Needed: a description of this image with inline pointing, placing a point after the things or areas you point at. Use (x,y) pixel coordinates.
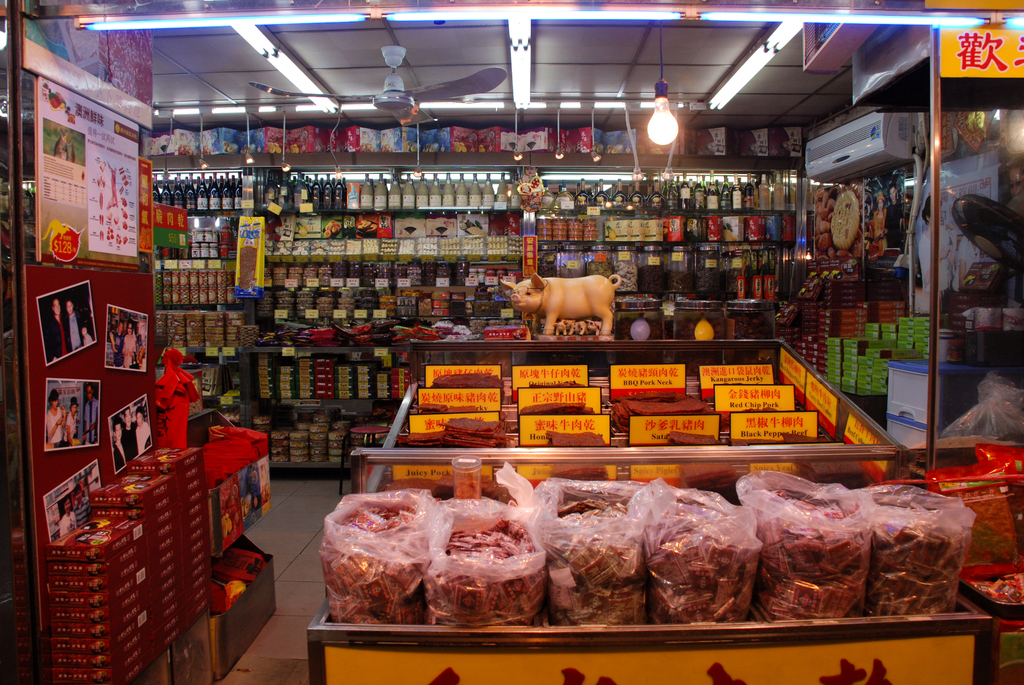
In the center of the image (664,411) there is a fan (453,91), board (73,375) with a collection of photos (99,401), lights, bottles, boxes (194,544), plastic covers (685,536) with some objects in it, boards (775,405) with some text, different types of products (304,288) and a few other objects (720,280).
